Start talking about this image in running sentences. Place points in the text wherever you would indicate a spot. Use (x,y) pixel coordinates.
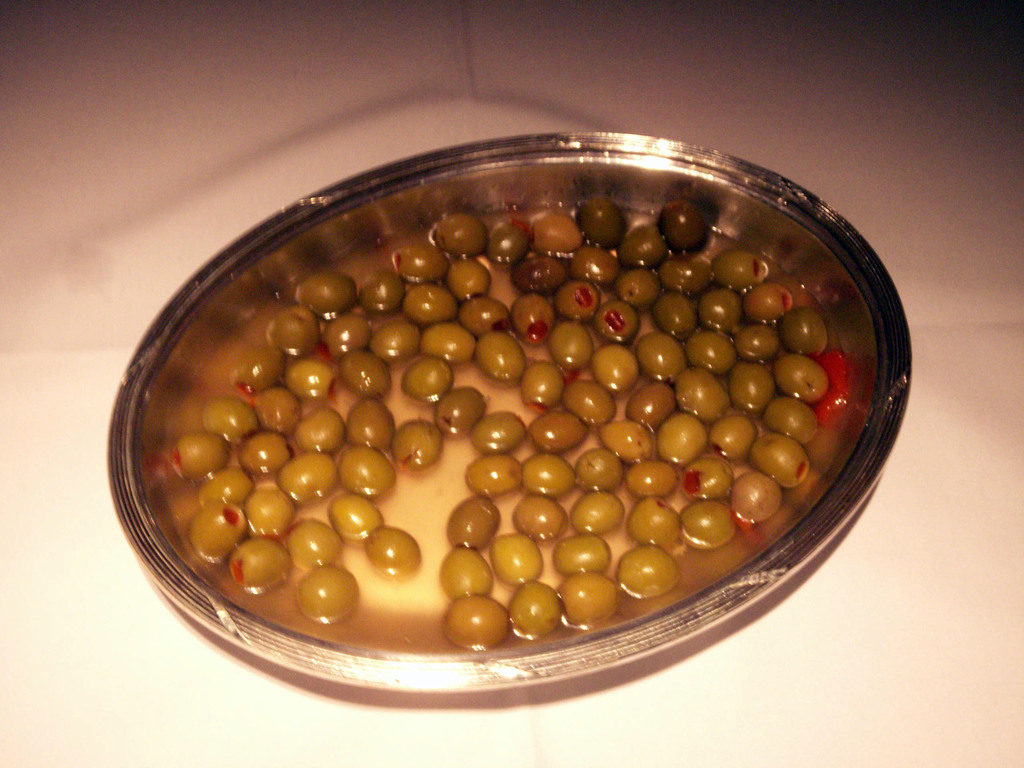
In this image we can see some olives (654,413) and water (628,467) in a bowl (668,526) which is placed on the surface (623,745).
